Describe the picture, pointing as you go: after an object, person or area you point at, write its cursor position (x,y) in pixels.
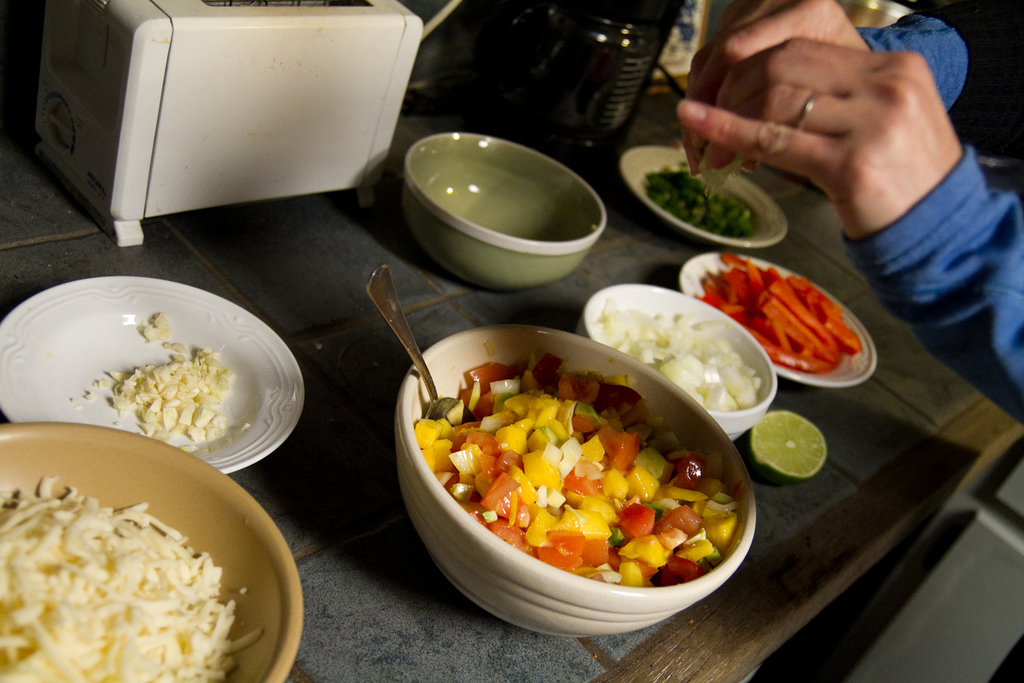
In this image, there is a table (509,633), on that table (588,671) there are some bowls (484,588) and there is a white color saucer (268,387), there is a white color object (269,63), at the right side (979,335) there is a person (977,348) standing.
